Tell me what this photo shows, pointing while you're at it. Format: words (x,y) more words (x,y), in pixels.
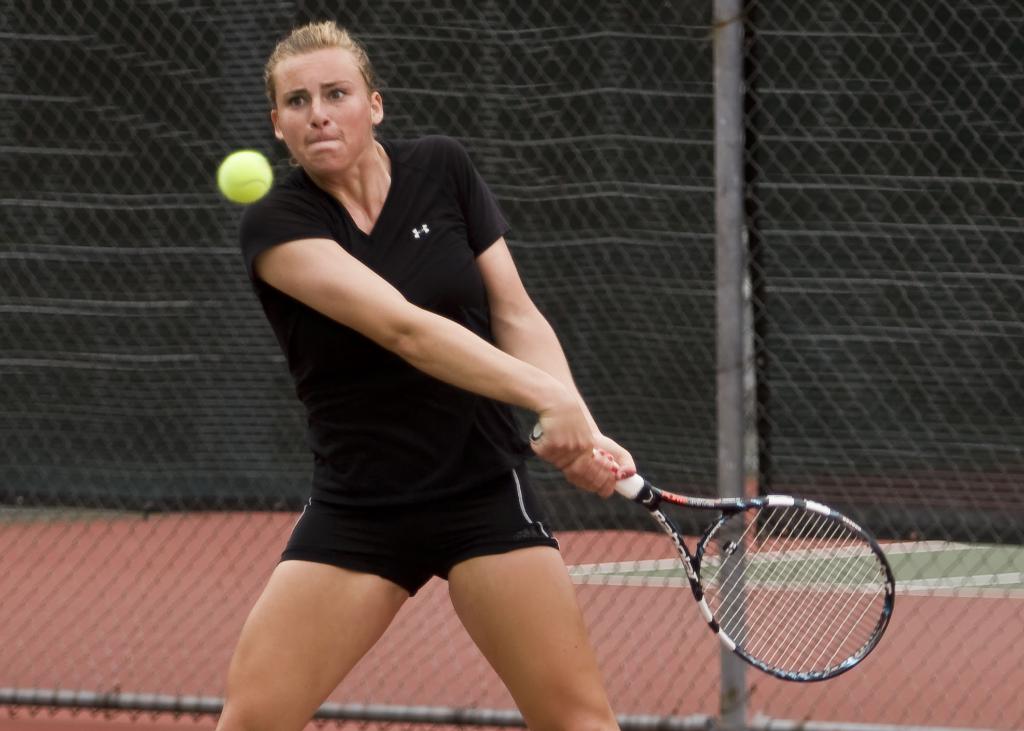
In this image I can see a person (295,202) playing tennis holding a racket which is in black color. I can also see a ball (254,202) in green color. Background (897,194) I can see a railing (757,165).
